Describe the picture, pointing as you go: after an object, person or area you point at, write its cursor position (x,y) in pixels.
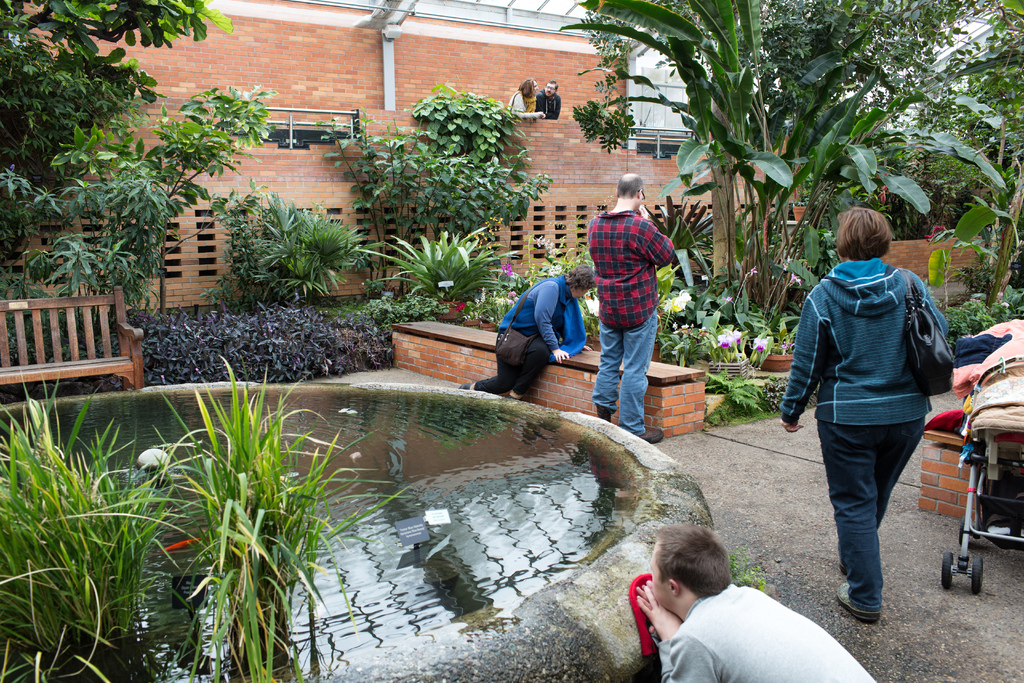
In this image I can see group of people (656,640), some are sitting and some are standing, background (716,355) I can see few flowers (720,341) in pink, white and purple color, plants (488,317) and trees (12,150) in green color and I can see few buildings (279,100) in brown and cream color.
